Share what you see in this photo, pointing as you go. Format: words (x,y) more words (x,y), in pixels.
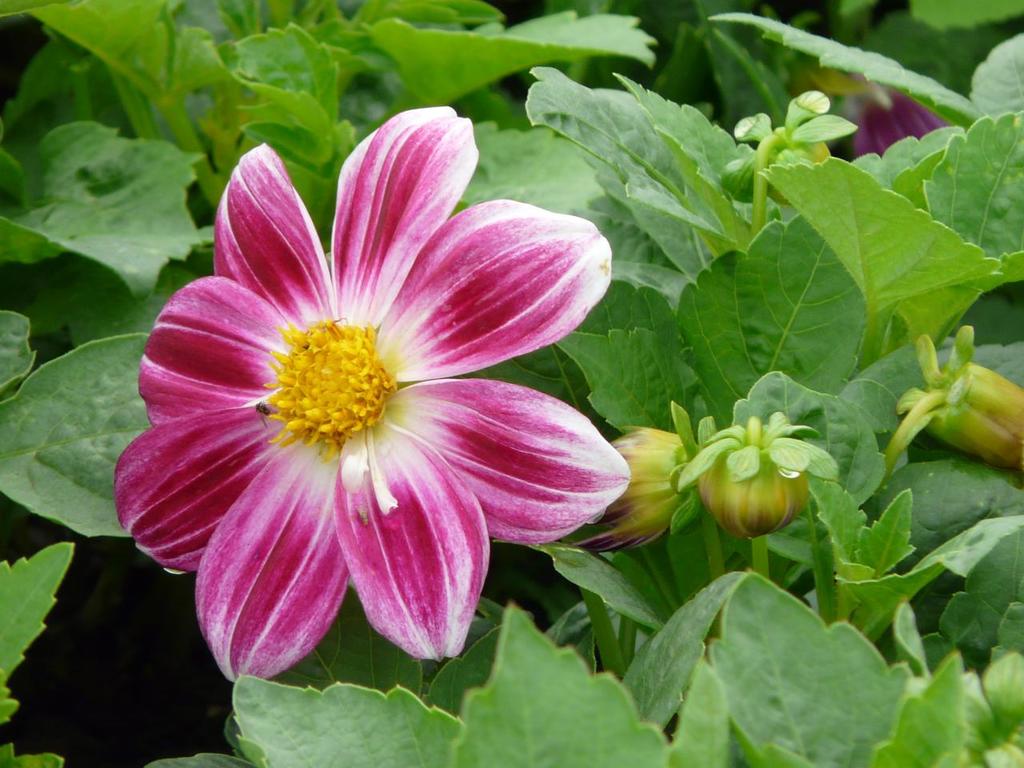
In this picture there is a flower (404,395). On the right (800,517) we can see plant (779,220). On the bottom (499,739) we can see leaves (408,759).
